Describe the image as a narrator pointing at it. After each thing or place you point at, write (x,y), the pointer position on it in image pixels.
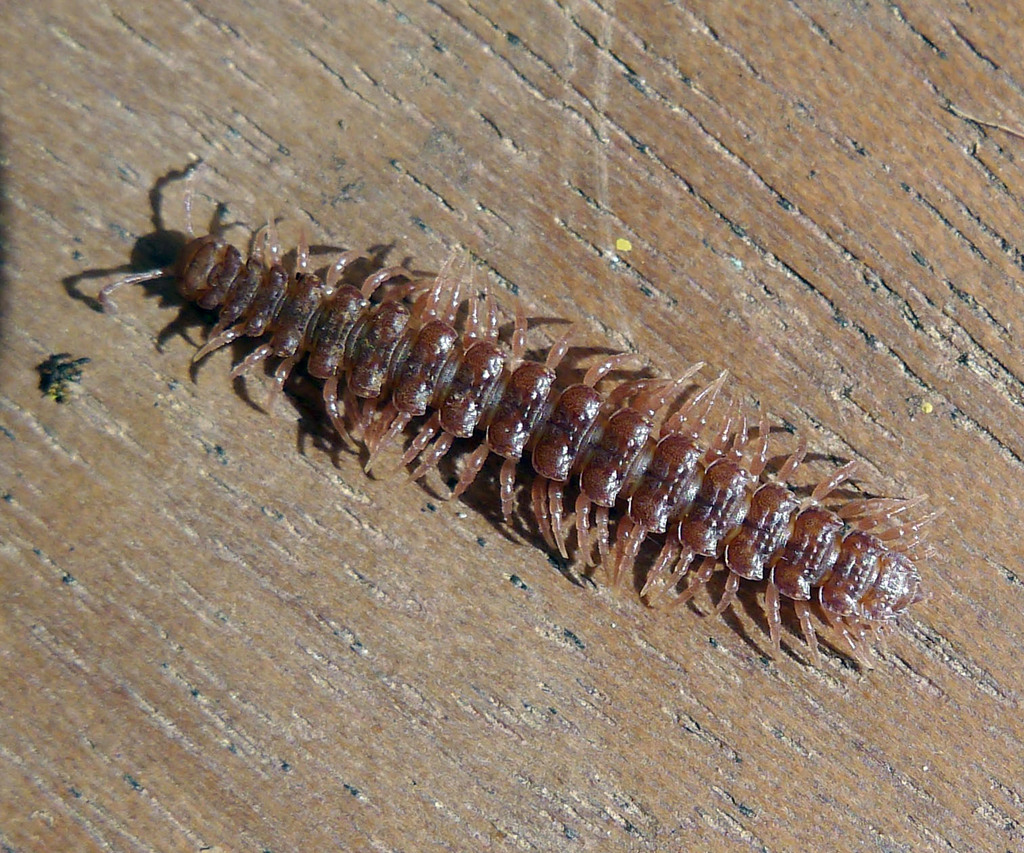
There is an insect (594,449) on a wooden surface (384,592).
